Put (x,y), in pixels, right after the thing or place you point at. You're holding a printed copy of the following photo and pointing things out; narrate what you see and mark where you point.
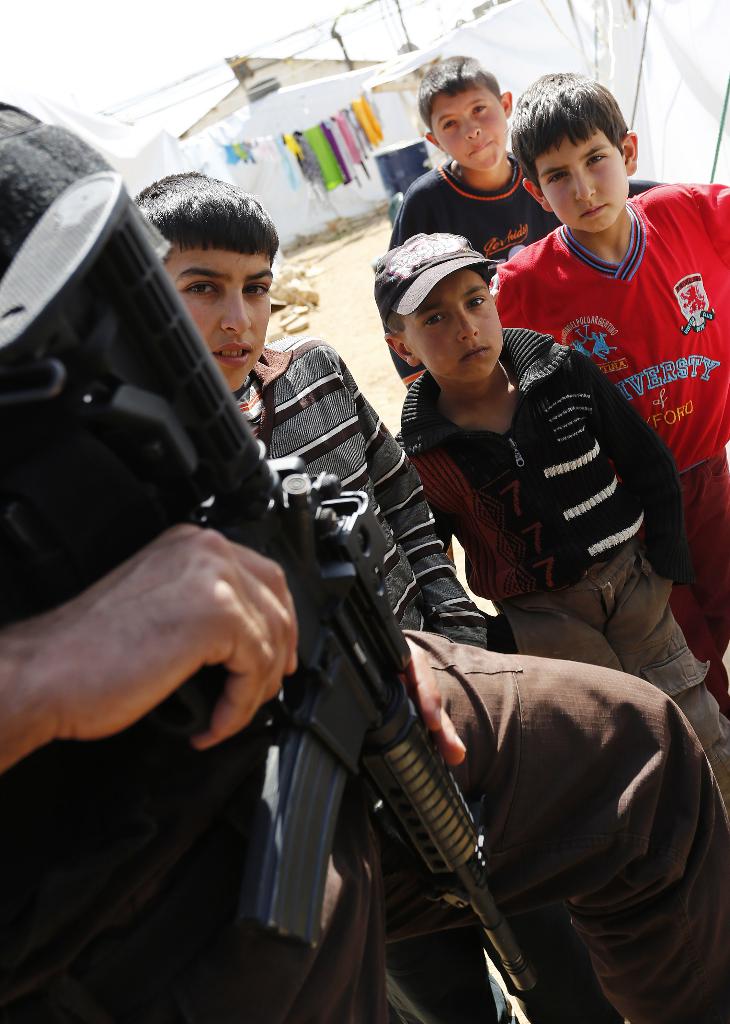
On the left side of the image (77,282) a person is standing and holding a weapon (44,234). In the middle of the image (372,467) four kids (536,143) are standing and watching. Behind them there are some clothes (236,160) hanging on a rope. Behind the clothes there a house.
